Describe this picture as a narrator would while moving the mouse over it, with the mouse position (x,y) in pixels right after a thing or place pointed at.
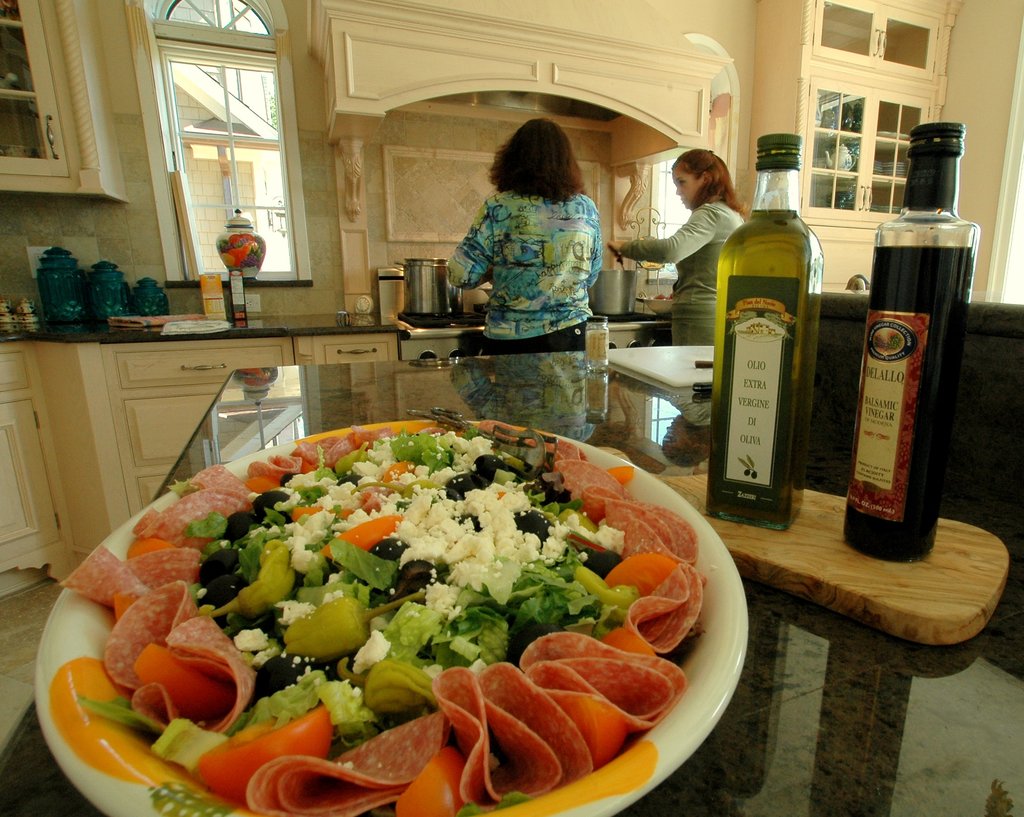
In this image we can see some food (473,679) in a plate (553,734), some bottles (939,435) on a wooden board (828,549) and a container (589,355) which are placed on the table (594,382). On the backside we can see two women (492,294) standing beside a table (243,336) containing some devices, containers (68,314) and the vessels (605,299) on the stove (473,312). We can also see the cupboards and a jar (228,260) placed beside a window (271,255). On the right side of the image (948,455) we can see a couch (949,471).
